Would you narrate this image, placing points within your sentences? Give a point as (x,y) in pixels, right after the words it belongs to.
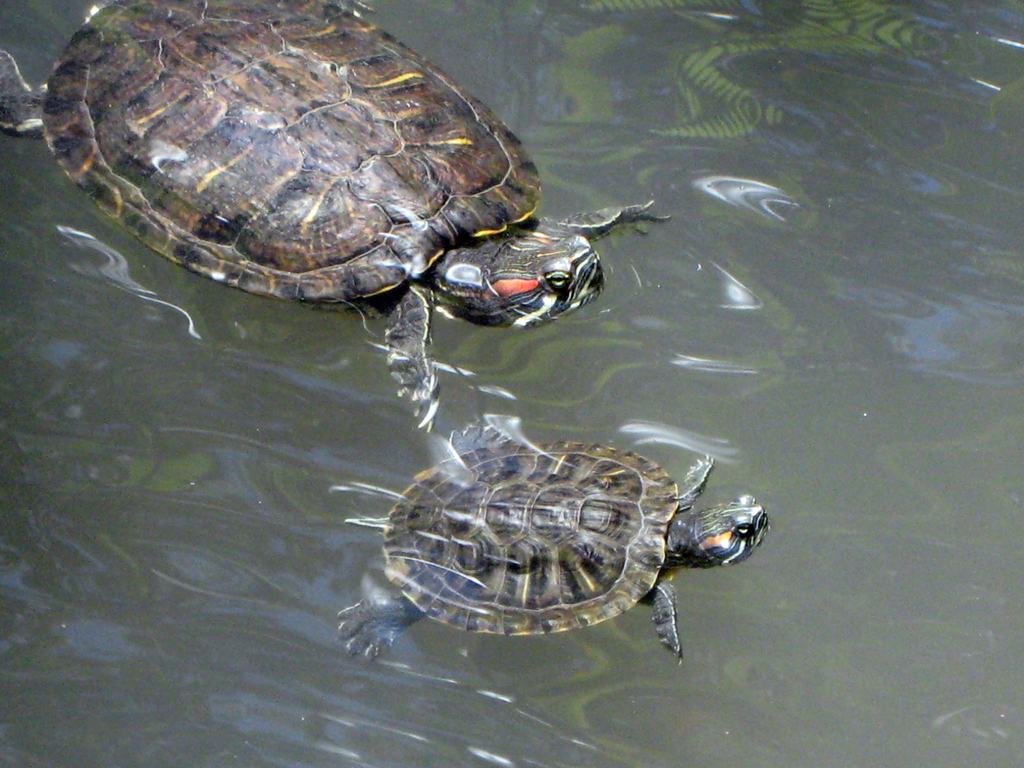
In the image in the center (614,491) we can see two tortoise (402,227) in water (494,357).
